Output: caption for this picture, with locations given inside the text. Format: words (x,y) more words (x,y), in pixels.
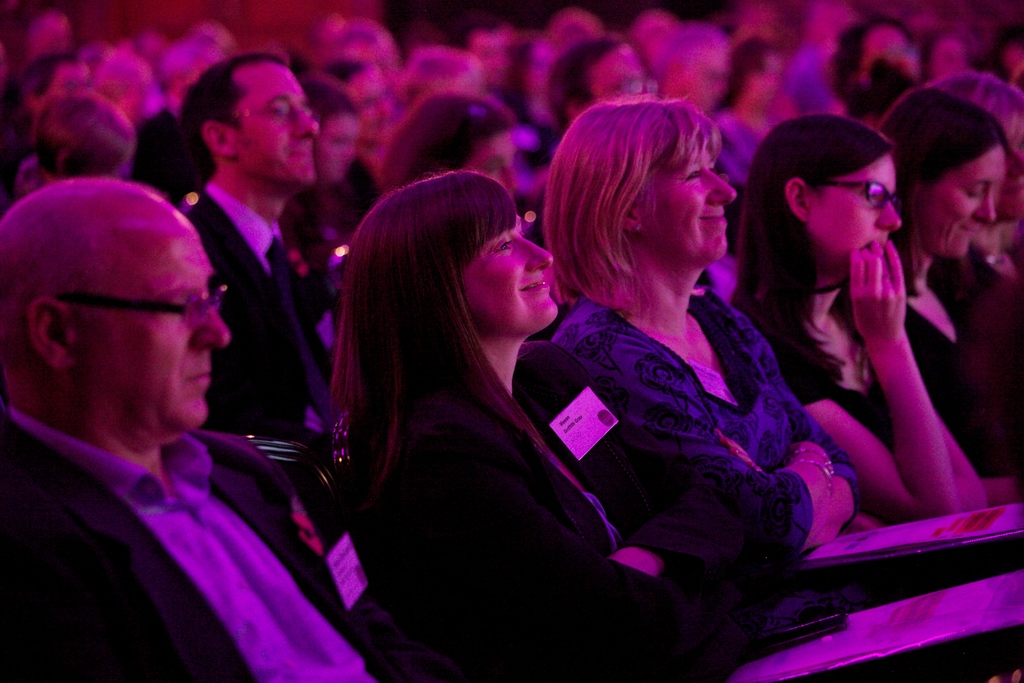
It looks like some conference, the crowd (745,96) is sitting on the chair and paying attention towards something and they are all keeping some badges (344,541) to their dress (553,381) and there is a pink light (819,34) focusing on the crowd (480,167).
